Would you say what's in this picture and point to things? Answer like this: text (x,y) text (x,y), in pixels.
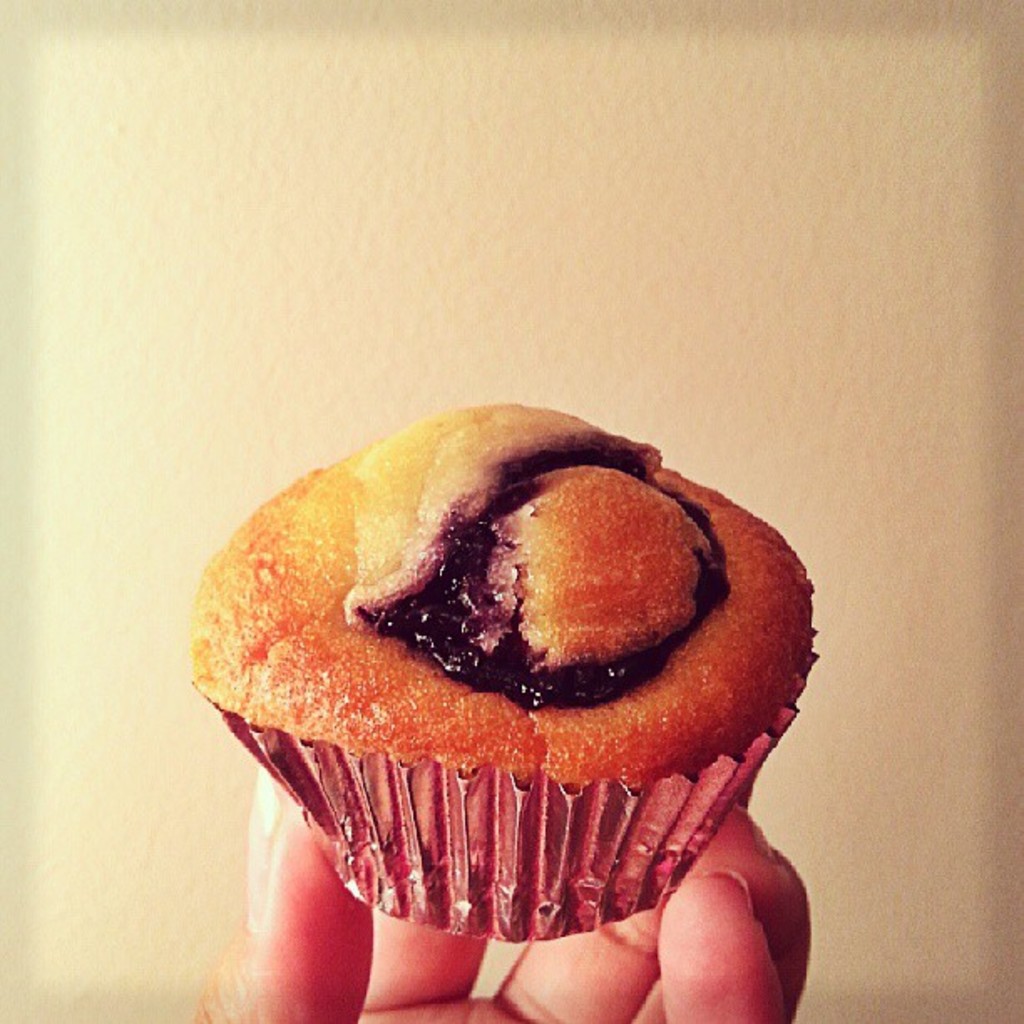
In this image we can see a person's hand (655,966) holding a cupcake (484,784). In the background (484,233) there is a wall (178,253).
